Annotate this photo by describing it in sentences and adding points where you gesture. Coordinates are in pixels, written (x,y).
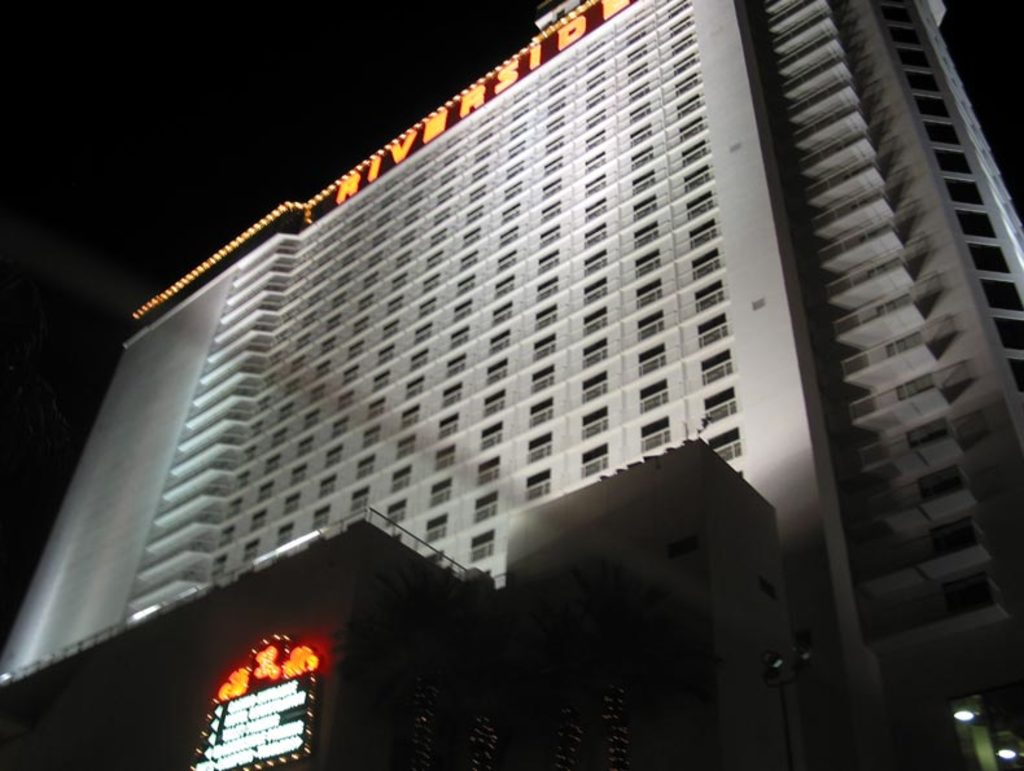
In this image we can see a building (722,428), lights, name board (227,769), glass windows (707,228) and other objects (562,661). The background of the image (20,59) is dark.
